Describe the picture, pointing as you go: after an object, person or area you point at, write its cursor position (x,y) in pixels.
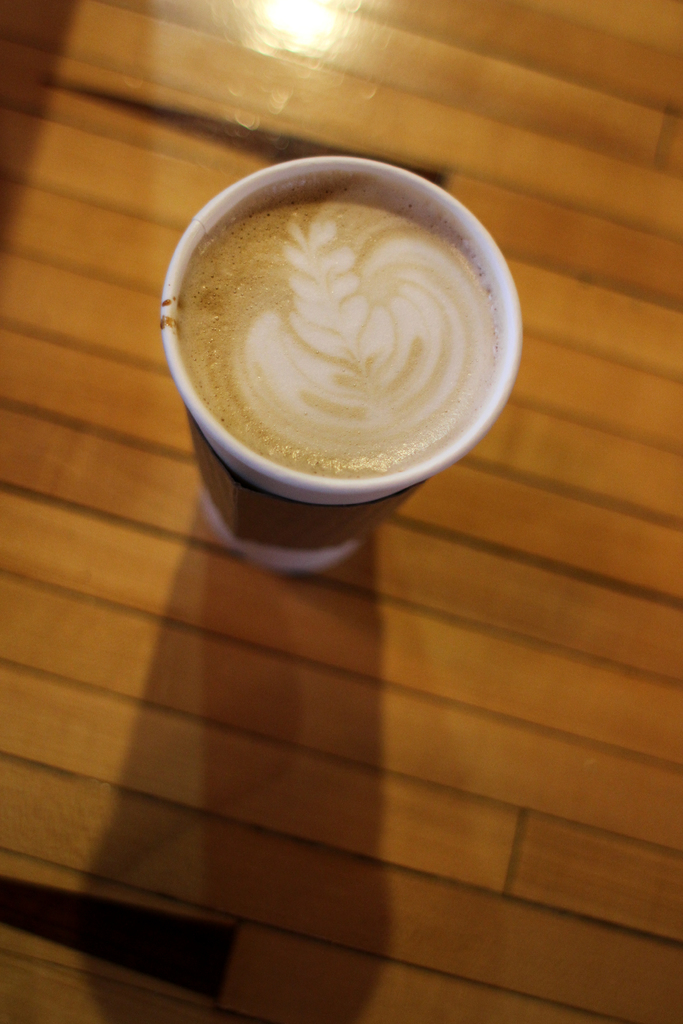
In this image there is a coffee cup (270,250) on the table (98,736).
